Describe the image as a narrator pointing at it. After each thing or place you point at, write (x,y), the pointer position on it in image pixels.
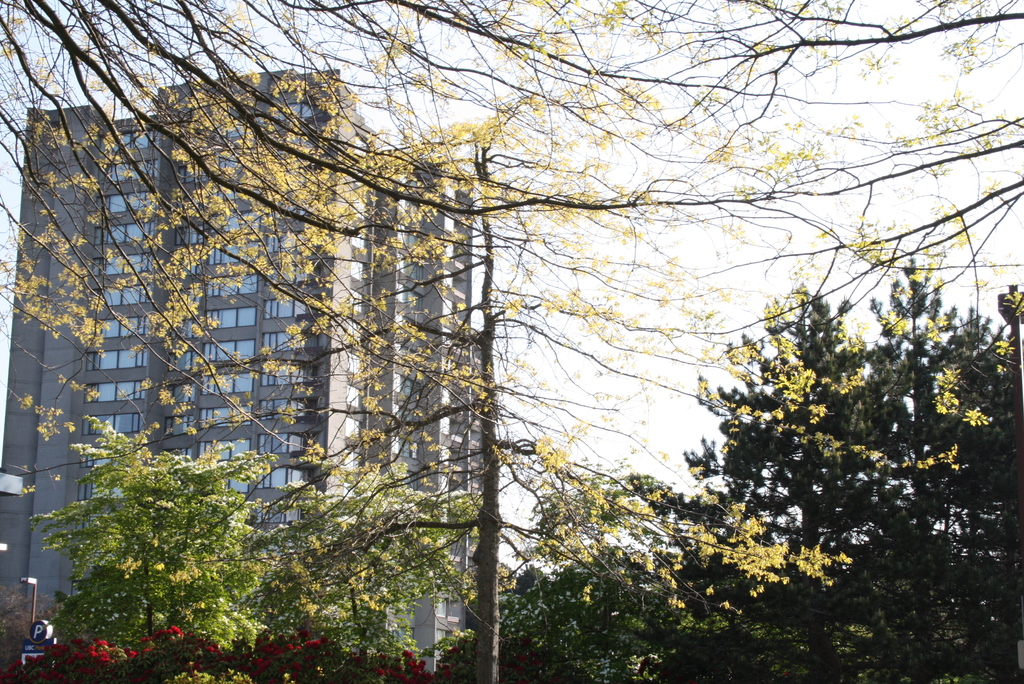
Here we can see trees (534,579) and at the bottom (262,680) there are plants (229,668) with flowers (391,674). On the left side (216,360) there is a building (307,435), pole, windows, an object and in the background (742,306) we can see the sky (715,142).
